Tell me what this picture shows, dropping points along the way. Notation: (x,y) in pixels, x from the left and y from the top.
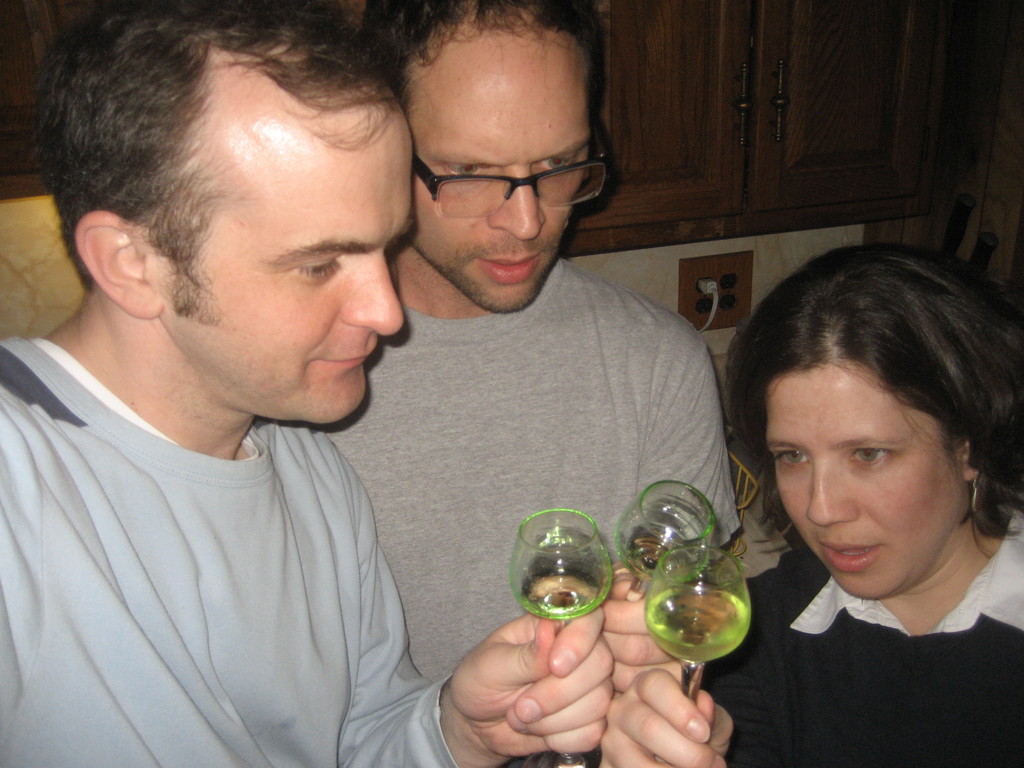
There are two men (652,387) and a woman (749,644) holding glasses (604,554) with their hands (585,714). He has spectacles (572,189). This is a cupboard (789,143).
